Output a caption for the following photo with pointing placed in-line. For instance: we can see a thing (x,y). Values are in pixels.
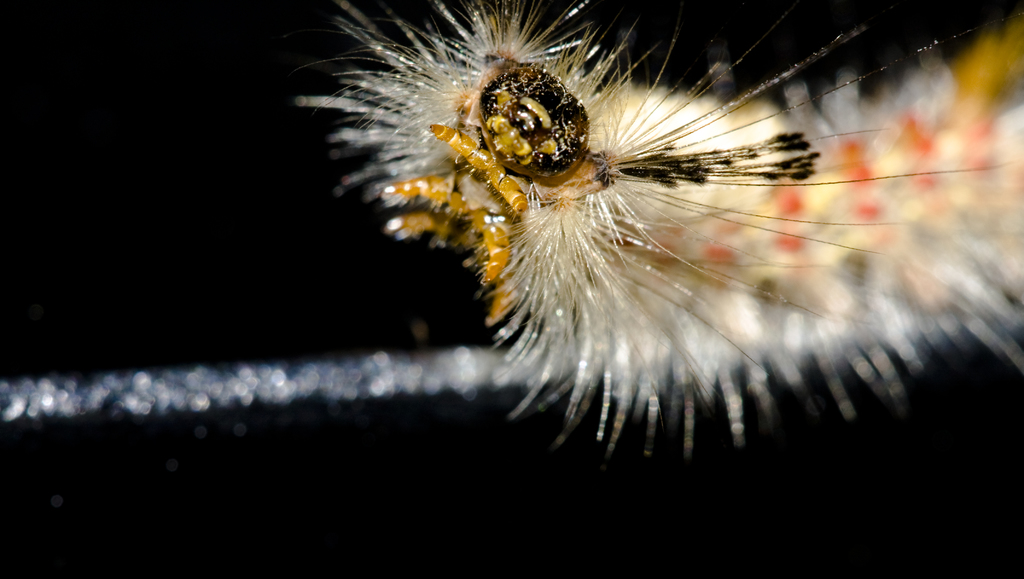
In this image I can see an insect (581,232) and the insect (498,145) is in brown, black and white color and I can see the dark background (43,56).
